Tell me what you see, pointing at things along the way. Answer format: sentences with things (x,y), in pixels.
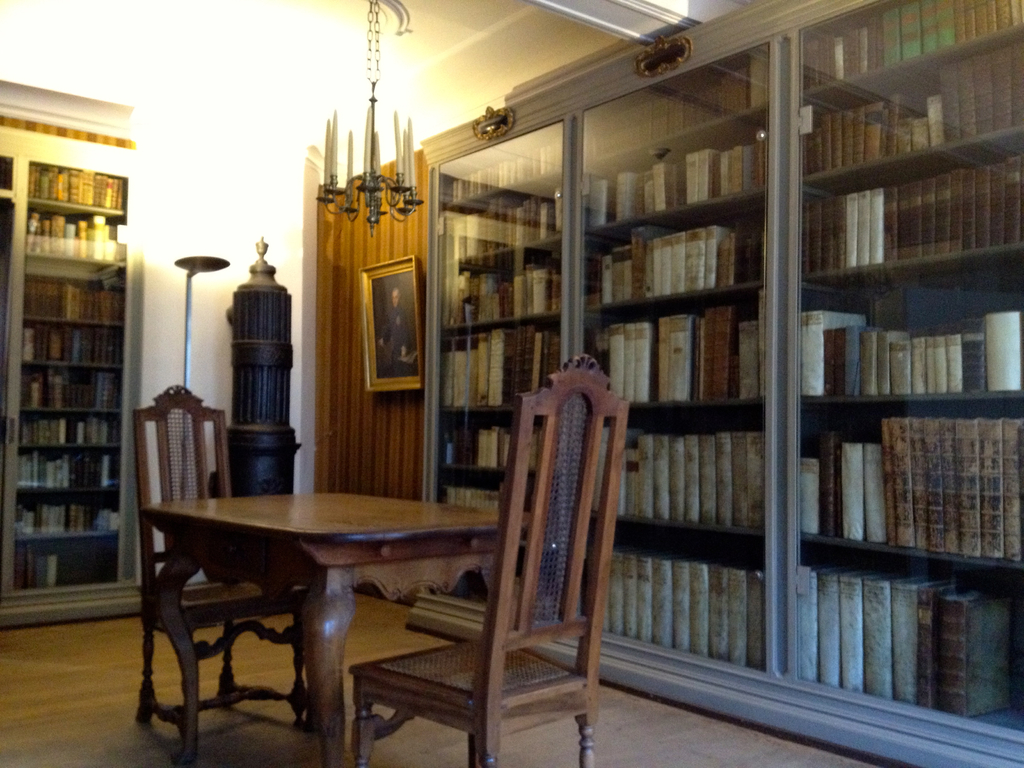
In the image there are two chairs (278,597) on either side of table (293,548) with a cupboard (842,308) with books (876,467) on either side of the room (113,279) and above there is a chandelier (371,156) with lights (367,137) over the ceiling (361,48) with a photograph (379,300) behind it on the wall (401,252), the floor (651,716) is of wood (126,741).
